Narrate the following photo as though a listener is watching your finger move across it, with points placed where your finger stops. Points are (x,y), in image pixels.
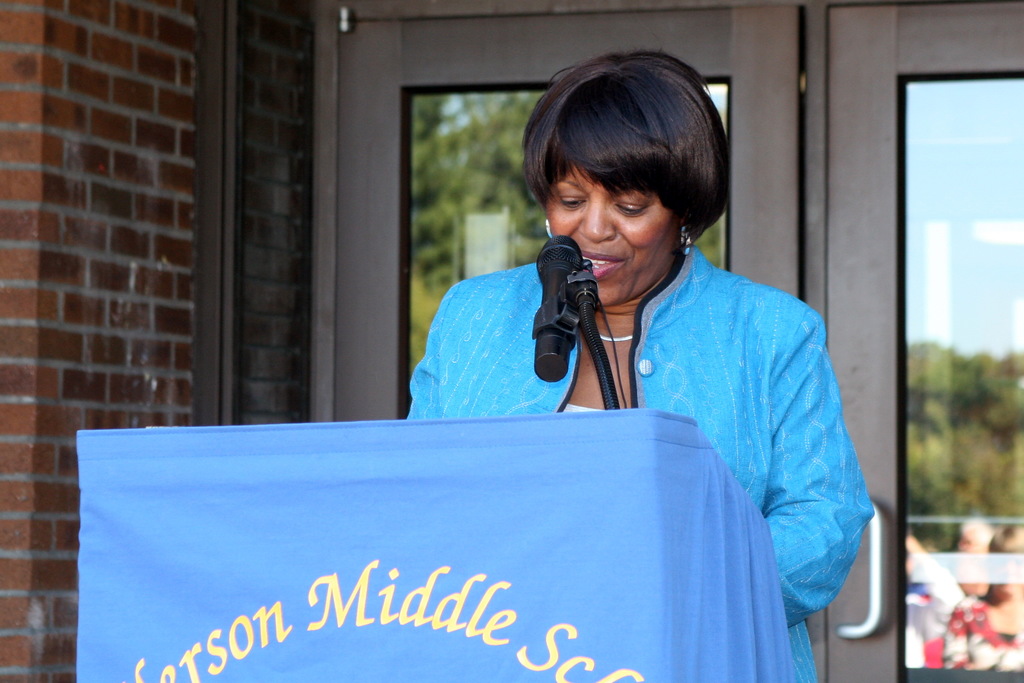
In this image, we can see a woman (802,415) is standing behind the podium (651,465) and talking in-front of a microphone (570,265). Here we can see podium (260,530) covered with cloth (466,606). On the cloth (379,639) we can see some text (559,644). Background (1014,228) we can see glass doors (953,209), brick wall (33,347). On the glass doors (945,389), we can see reflections (957,408). Here we can see trees (984,354), sky (927,334) and few people (938,628). Here there is a holder (877,593).
